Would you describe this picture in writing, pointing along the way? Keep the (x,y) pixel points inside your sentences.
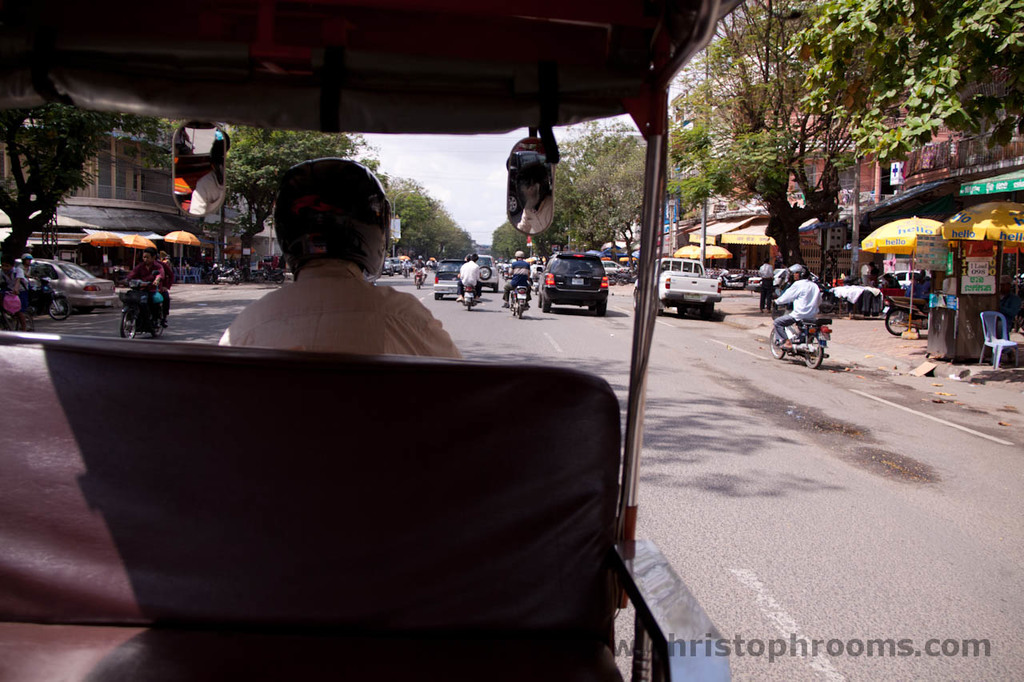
This is a view from an auto rickshaw (246,373), from this view we can see a few cars (481,279) and bikes (524,294) are passing on the roads (483,327), on the either side of the road (495,335) there are buildings (206,225) and trees (792,238), beneath the buildings (187,224) there are shops (134,252).
